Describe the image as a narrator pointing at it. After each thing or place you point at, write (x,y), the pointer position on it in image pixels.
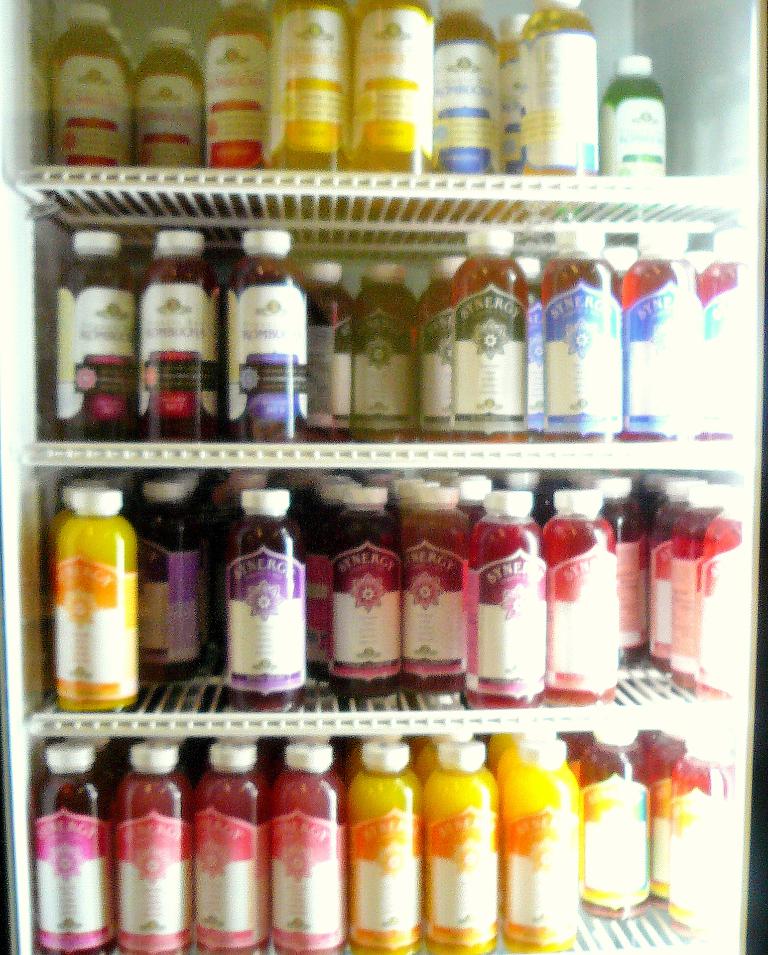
In this picture we can see a racks (282,191) with bottles (485,156) in it of different colors of liquid (311,69) such as yellow, red.
